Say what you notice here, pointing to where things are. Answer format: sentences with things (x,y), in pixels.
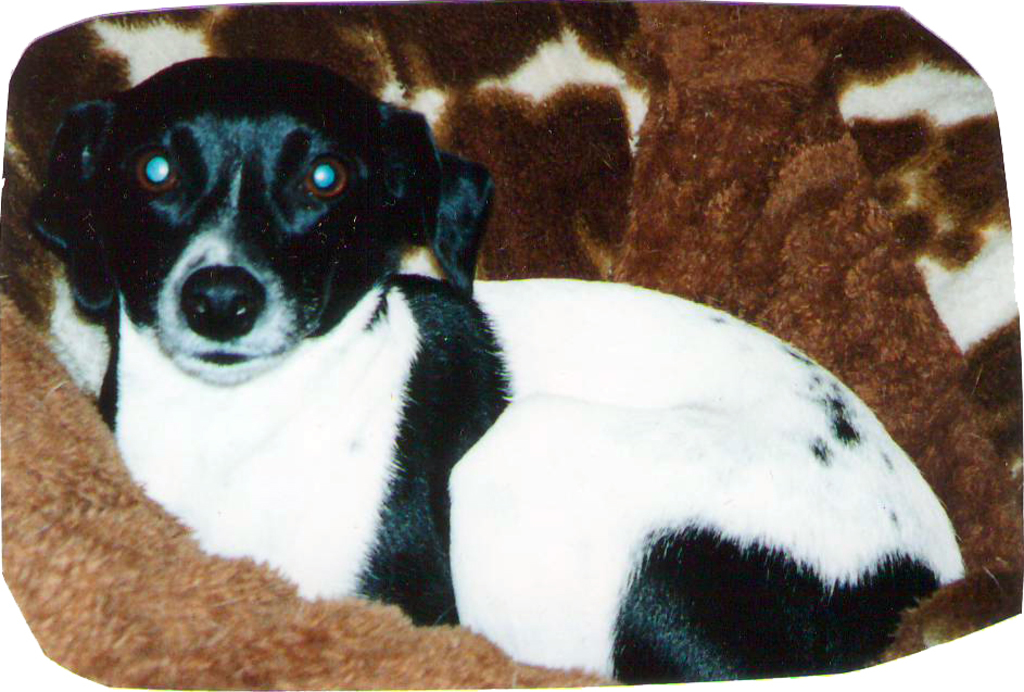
In the center of the image (522,425) we can see a dog (340,557) sitting on the couch (356,640).
